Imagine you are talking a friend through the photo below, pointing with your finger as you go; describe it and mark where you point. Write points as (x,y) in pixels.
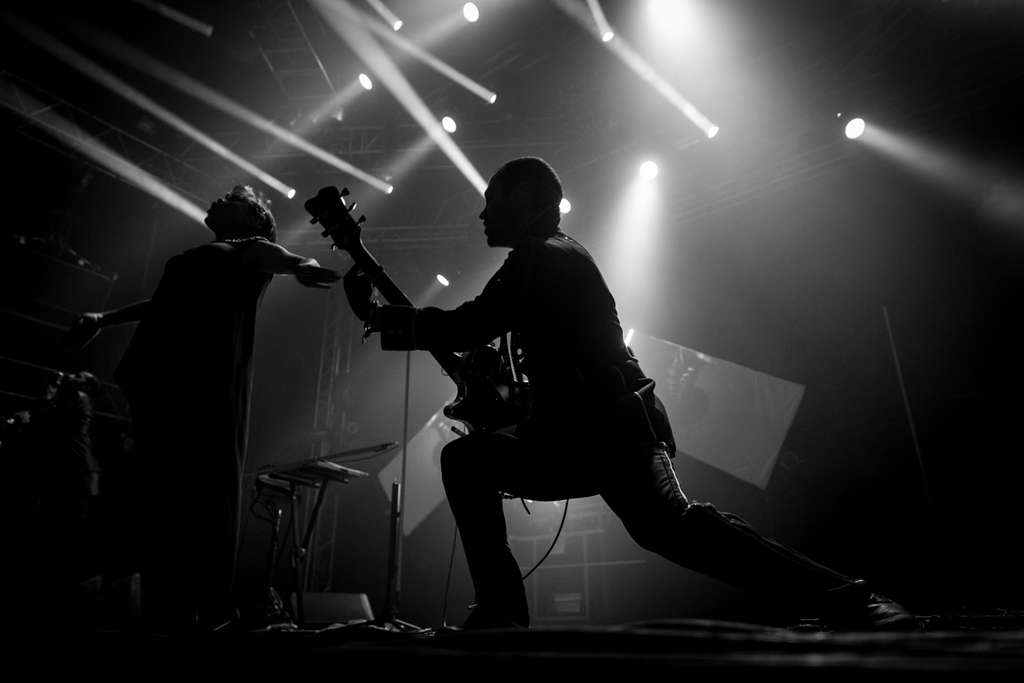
This person (513,458) is holding a guitar (392,279). This person (309,272) is standing. These are musical instrument (324,472). On a roof (515,19) there are lights (425,51).
